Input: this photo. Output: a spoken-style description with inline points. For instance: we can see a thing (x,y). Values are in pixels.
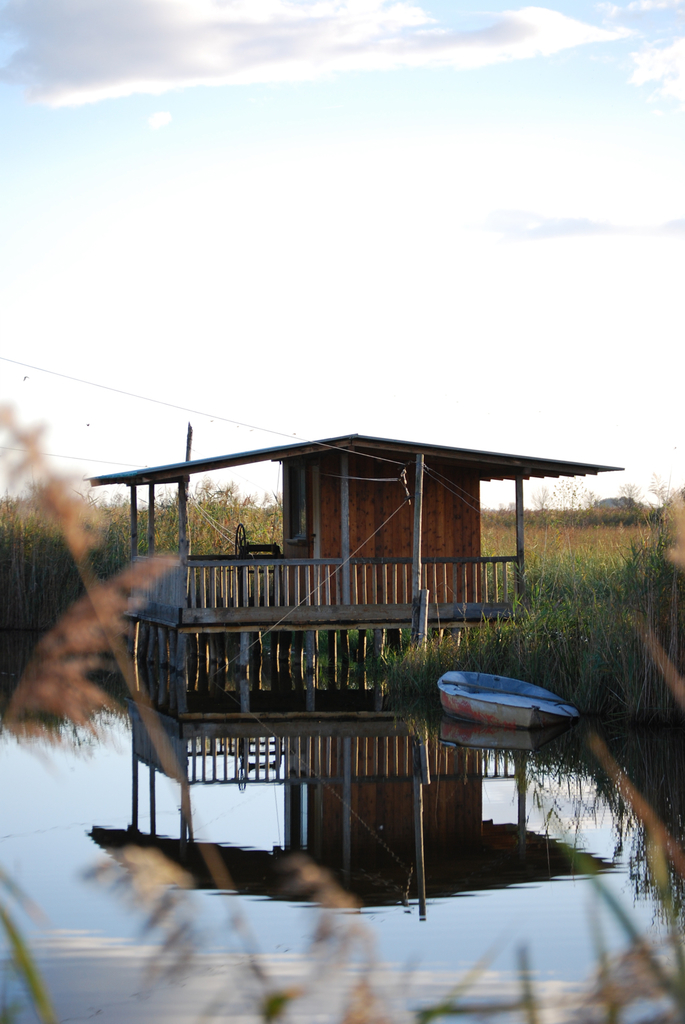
In the foreground of this image (63,649), there are grass flowers (669,971). In the background (501,730), there is a boat (511,716) on the water (459,826), a small house (362,552) and there is also the grass (534,540) around it. On the top (282,220), there is the sky (240,160) and the cloud (153,32).
